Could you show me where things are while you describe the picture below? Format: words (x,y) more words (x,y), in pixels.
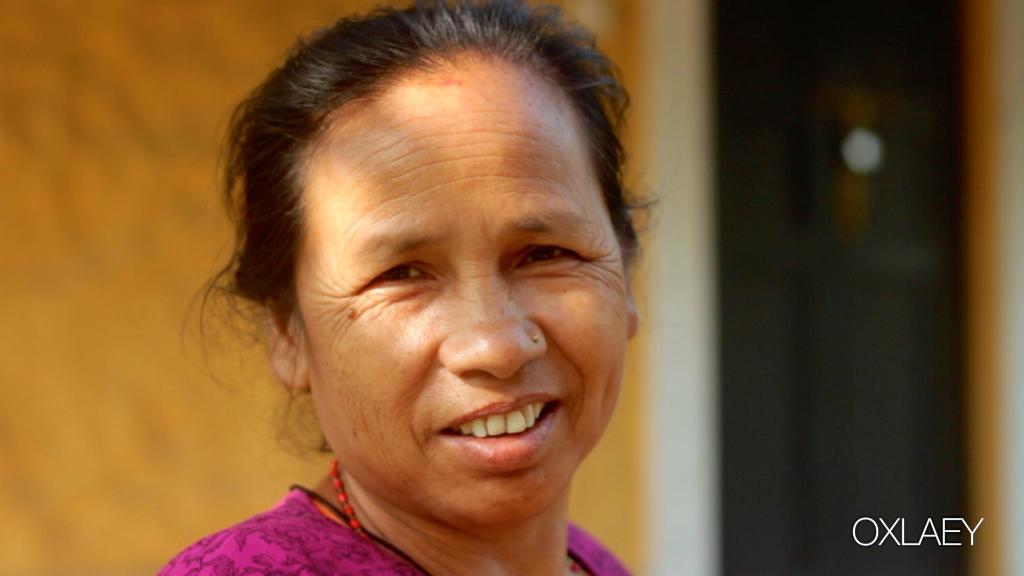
In the middle of the image (605,325) we can see a woman (356,500) and a wall (167,255) in the background (228,436).
